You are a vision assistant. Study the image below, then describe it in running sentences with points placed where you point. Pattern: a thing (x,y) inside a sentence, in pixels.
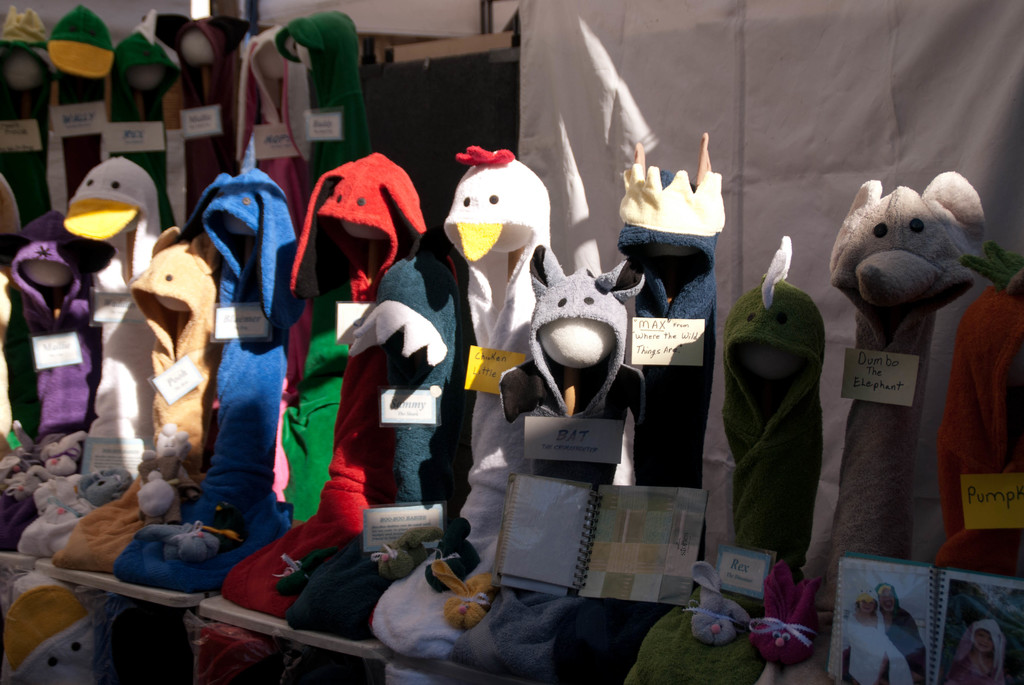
To the bottom of the image (873,522) there are many toys (777,326) with different masks (596,316) and also there are name tags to it. To the right bottom corner of the image (940,596) there is an album (970,612) with photos (897,655) in it. Behind them to the right top corner (812,17) there is a white cloth (639,76). And also to the left top corner of the image (129,57) there are few toys (163,86) with masks (258,222) and name tags (277,134) to it.
